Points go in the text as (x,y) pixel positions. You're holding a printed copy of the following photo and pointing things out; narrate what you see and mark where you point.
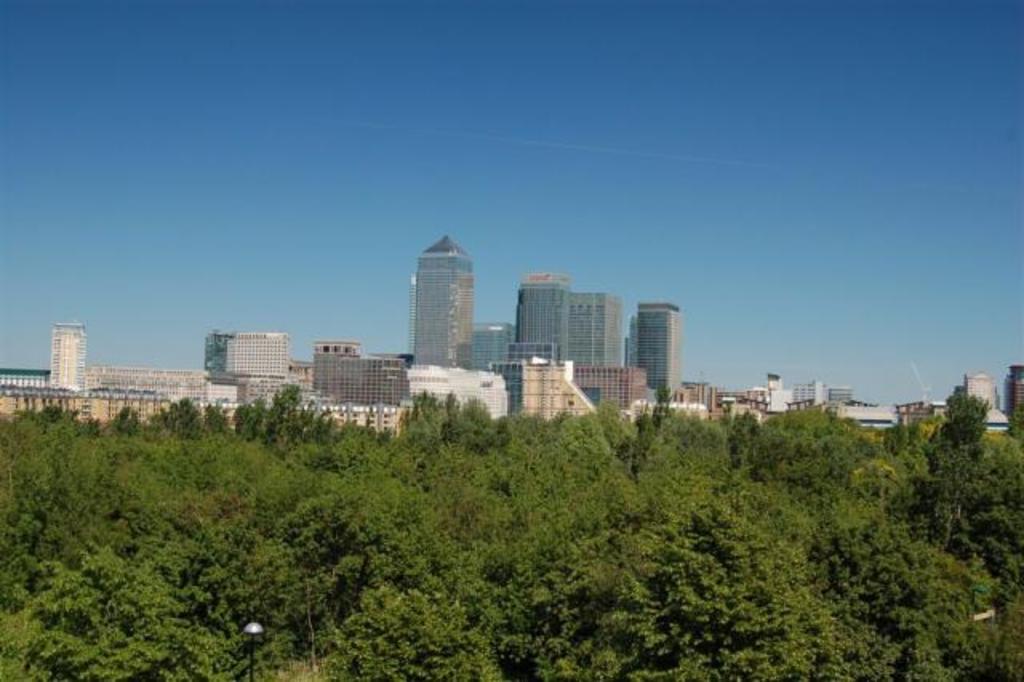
In this image I can see trees (410,527), poles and buildings (380,409). In the background (399,97) I can see the sky (334,86).
